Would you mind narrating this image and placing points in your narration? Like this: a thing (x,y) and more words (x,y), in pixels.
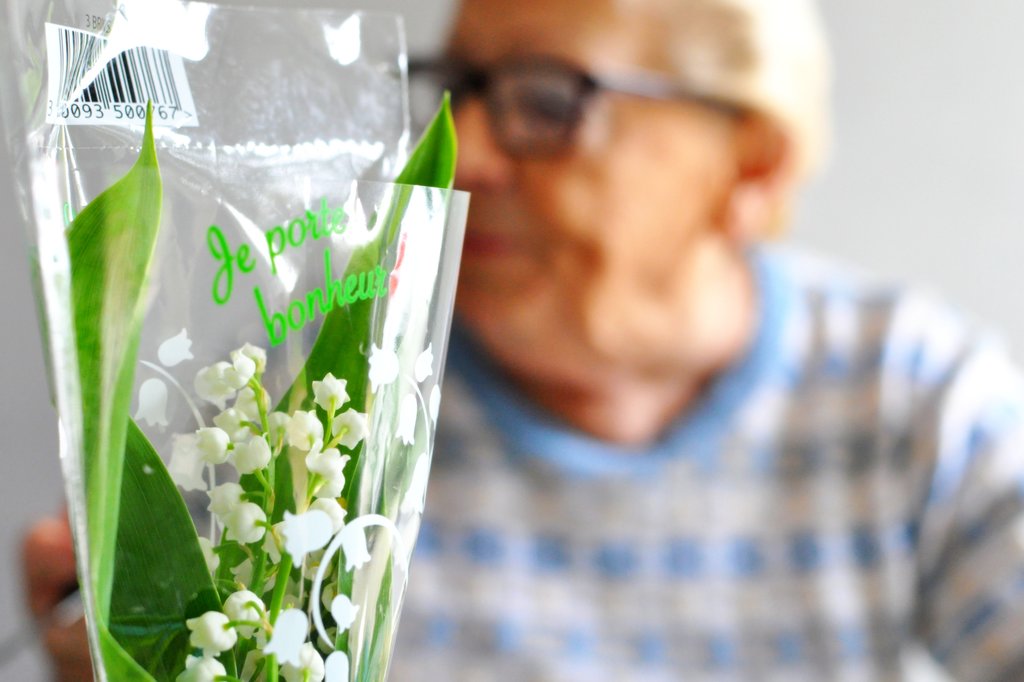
In this picture we can see an old man (585,131) wearing spectacles (539,119). Here we can see a flower bouquet (191,582) in a transparent cover (276,300).
